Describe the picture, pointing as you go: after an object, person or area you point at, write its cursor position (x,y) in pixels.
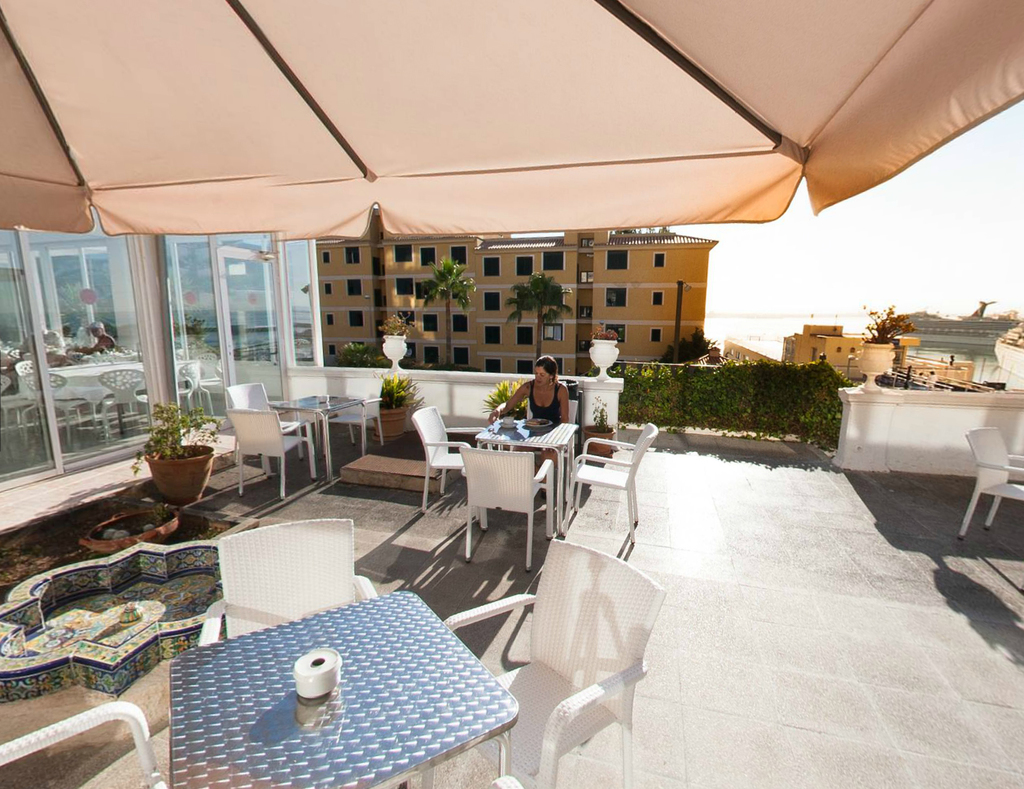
In this picture we can see few chairs (466,613), tables (530,438), plants (517,388) and few people (537,385), they are all sitting on the chairs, in front of them we can see a cup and other things (541,425) on the tables (497,433), in the background (741,357) we can find few buildings (819,336), trees (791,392) and water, at the top of the image (619,131) we can see an umbrella (703,100).
